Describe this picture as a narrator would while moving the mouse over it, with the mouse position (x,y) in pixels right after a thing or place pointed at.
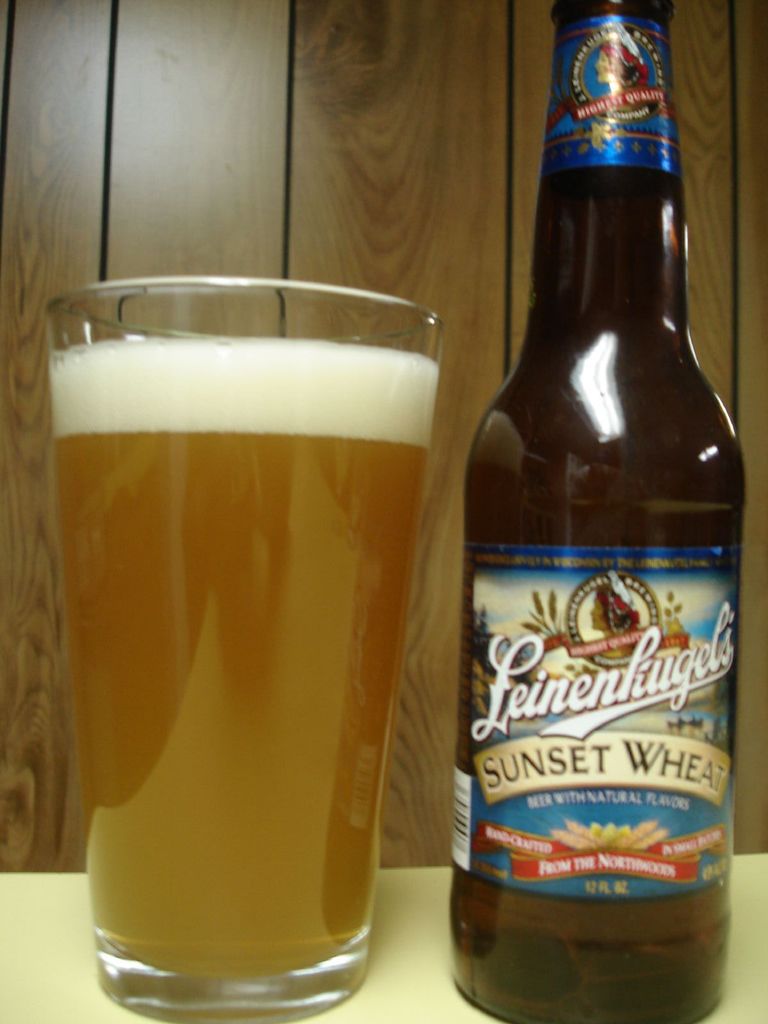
In this picture we can see a beer bottle (669,587), beside to it there is a glass (179,523) of beer (179,636), they are placed on a surface (44,1007), there is a wall (301,163) behind with it.
